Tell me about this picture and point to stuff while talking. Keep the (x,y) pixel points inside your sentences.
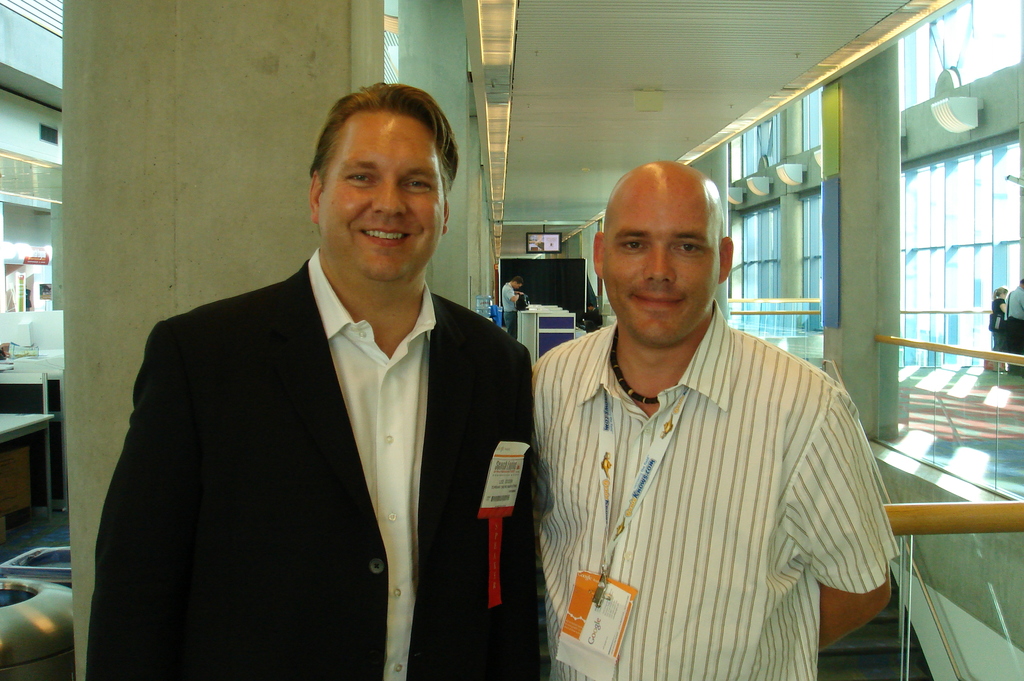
2 people (439,516) are standing. The person (565,578) on the right (800,661) is wearing an id card (650,463). There is another man (513,306) at the back (531,253) and there is a screen (547,246). Other people (1003,298) are standing on the right (1016,298).
